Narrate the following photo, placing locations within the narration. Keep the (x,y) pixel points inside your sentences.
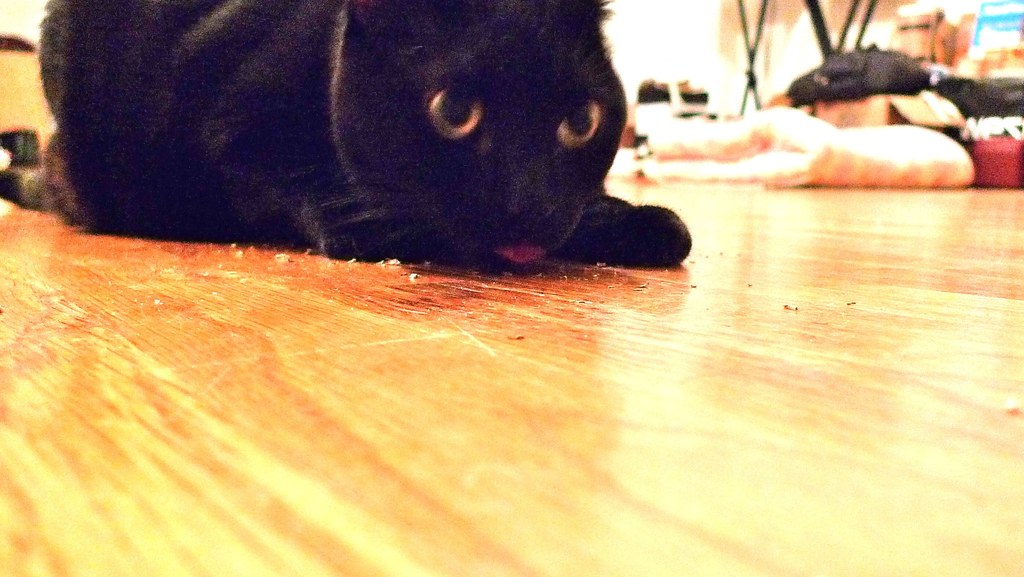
In the foreground of this image (246,209), there is a black color cat (455,233) on the wooden surface (473,346). In the background (850,81), there is a bag (846,96), cardboard box (872,112) and few more objects (716,160) at the top (911,19).
